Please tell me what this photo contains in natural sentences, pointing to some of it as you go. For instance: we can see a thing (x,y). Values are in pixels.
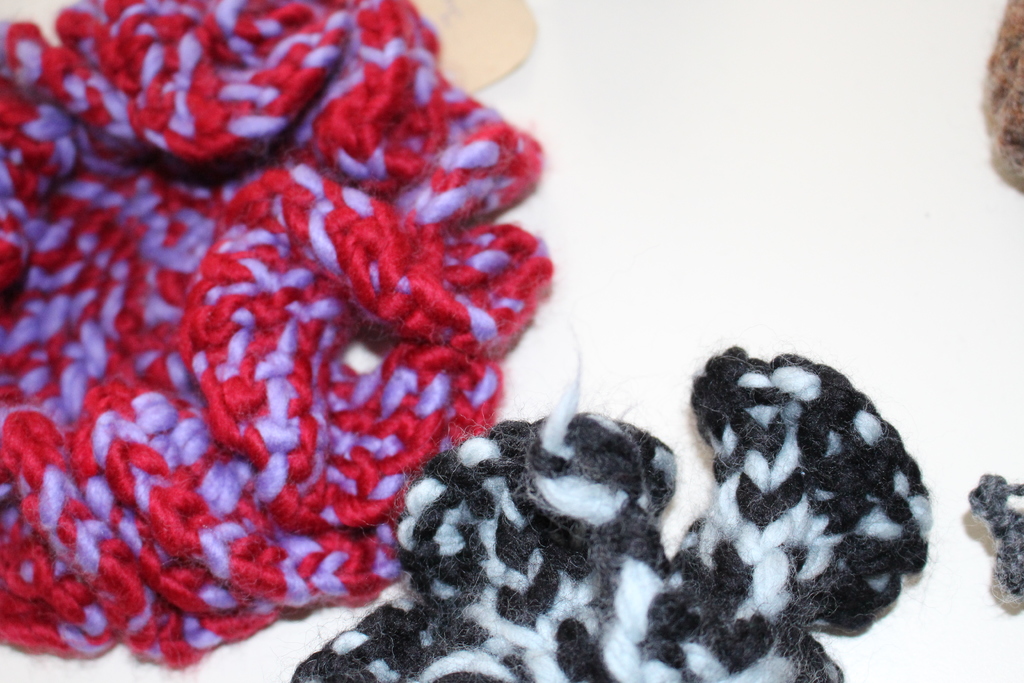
In this image I can see the white colored surface (734,147) and on the surface (742,128) I can see few threads (375,222) which are red, violet, black, white and brown in color.
